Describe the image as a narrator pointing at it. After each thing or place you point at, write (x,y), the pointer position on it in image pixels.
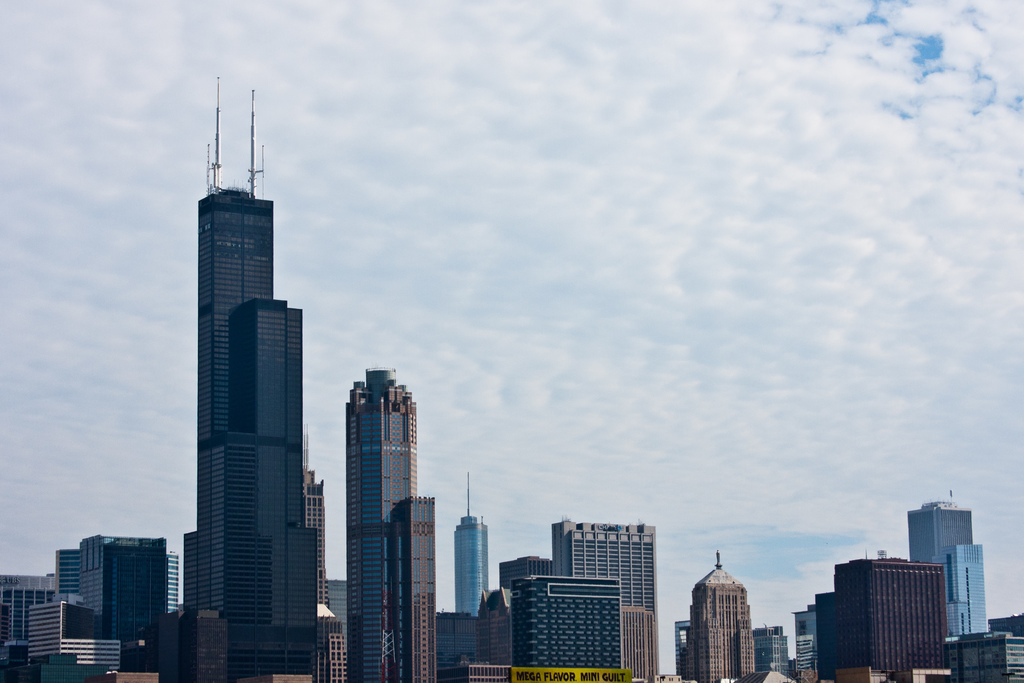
In this image I can see few buildings (315,596), background (939,99) I can see the sky (777,106) in white and blue color.
